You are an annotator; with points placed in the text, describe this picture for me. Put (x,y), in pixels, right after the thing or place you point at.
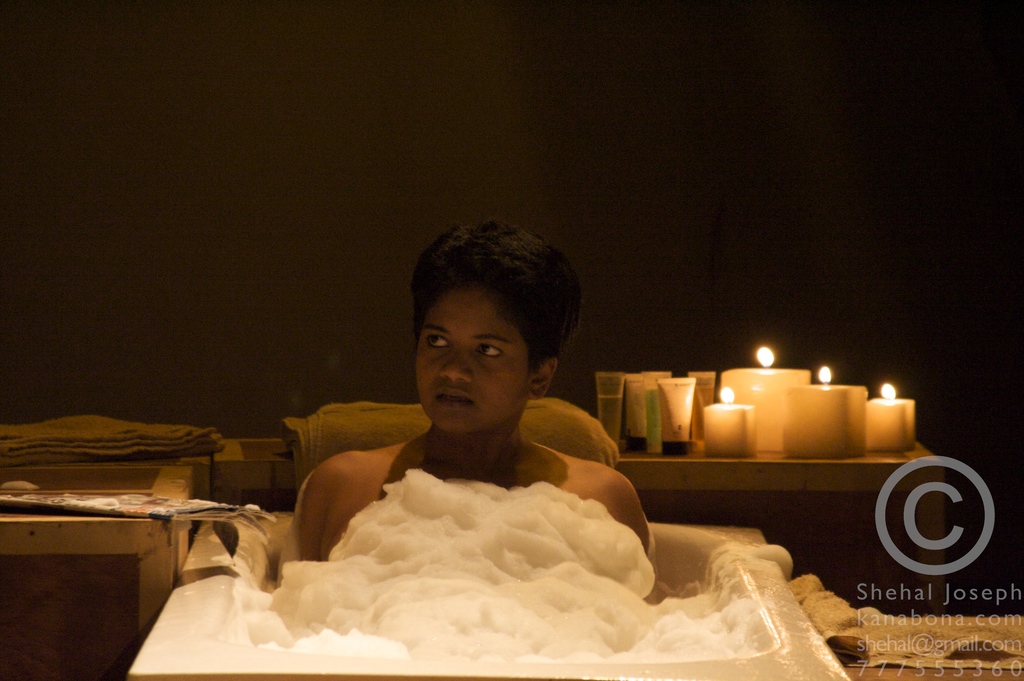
In this image there is a person (515,456) in a bath tub (342,666), and there are cream tubes (636,431), candles (715,411), towels (90,456) on the tables (734,485) and there is a watermark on the image.
